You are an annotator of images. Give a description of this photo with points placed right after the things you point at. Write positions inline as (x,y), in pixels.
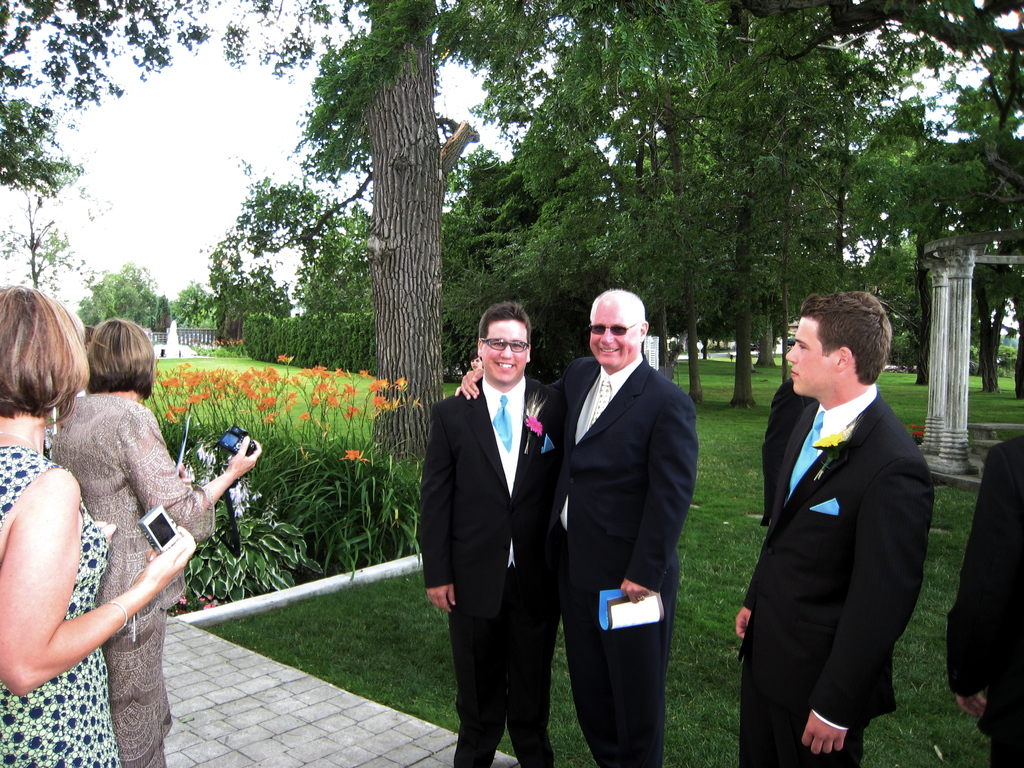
In this picture I can see there are two women (114,582) standing and they are holding cameras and there are few men (499,553) standing on to right side (685,438) and they are wearing blazers (792,545) and spectacles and they are smiling. There is grass (383,637) on the floor (361,631). In the backdrop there are trees (584,32) and the sky (355,16) is clear.
